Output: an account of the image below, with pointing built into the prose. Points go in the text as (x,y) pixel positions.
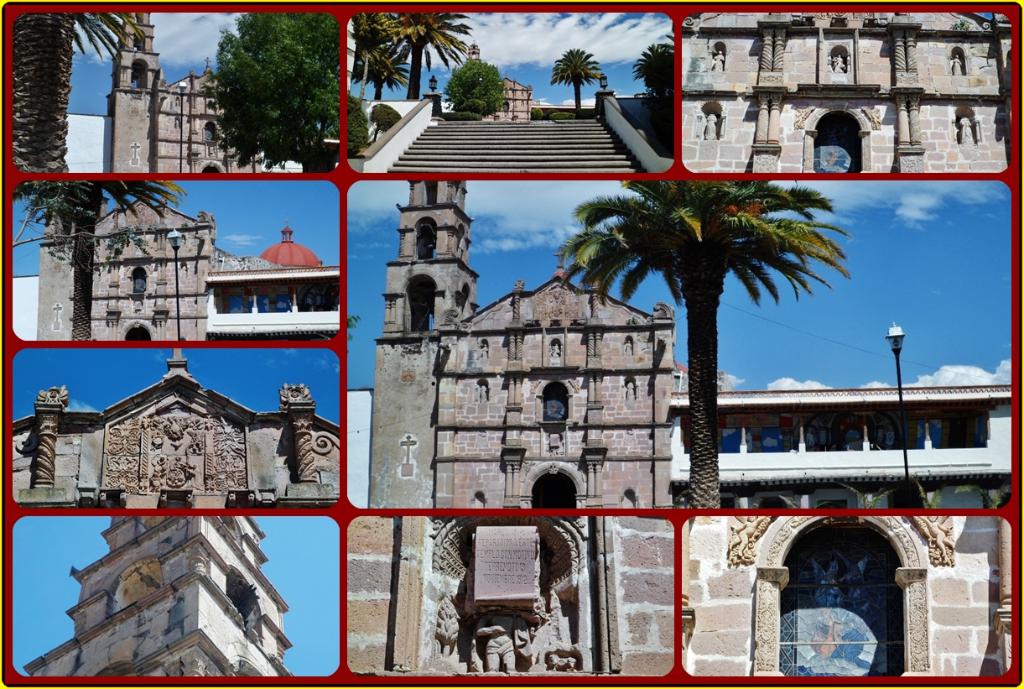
This is a collage image. In this image I can see the buildings (297,496), trees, stairs (474,160), statues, light pole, clouds (786,385) and the sky (876,328).
